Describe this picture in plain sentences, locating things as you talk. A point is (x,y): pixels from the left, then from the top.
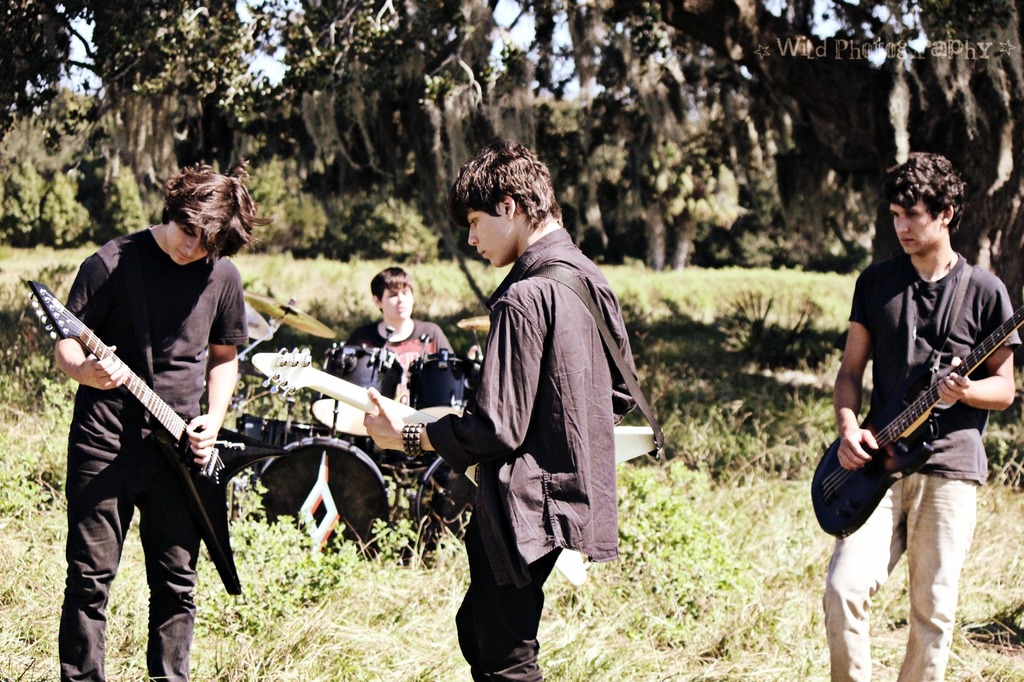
In this picture there are four persons (505,343) are playing musical instruments (345,440). There is a drum (365,385) and a person (399,329) sitting on the chair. There are some trees (472,104) at the background (965,95).
